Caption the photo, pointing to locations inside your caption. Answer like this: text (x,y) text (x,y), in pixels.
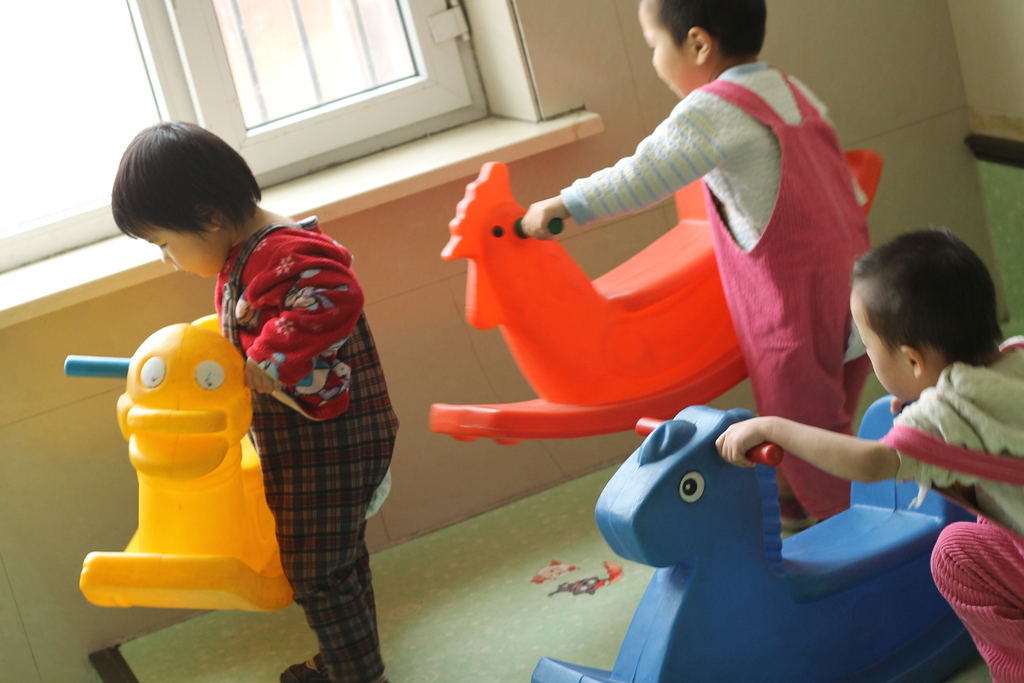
In this image I can see three children (386,468) are playing with the toys (553,348) which are yellow, red and blue in color. In the background (882,17) I can see the wall (813,69) and the window (436,74).
